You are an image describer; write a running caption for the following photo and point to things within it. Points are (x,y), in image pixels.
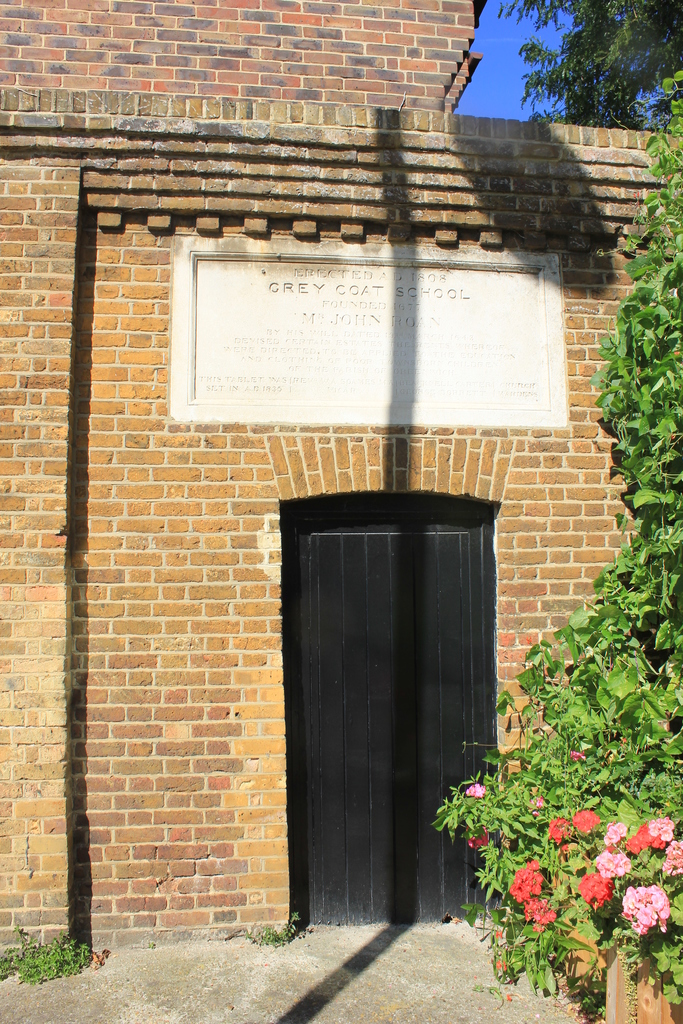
In this image we can see a wall (186,442) with a board (465,329) and a door (416,587), there are few trees (602,83) and plants (635,931) with flowers (620,839) on the right side of the image (652,802) and the sky (524,60) in the background (524,60).
